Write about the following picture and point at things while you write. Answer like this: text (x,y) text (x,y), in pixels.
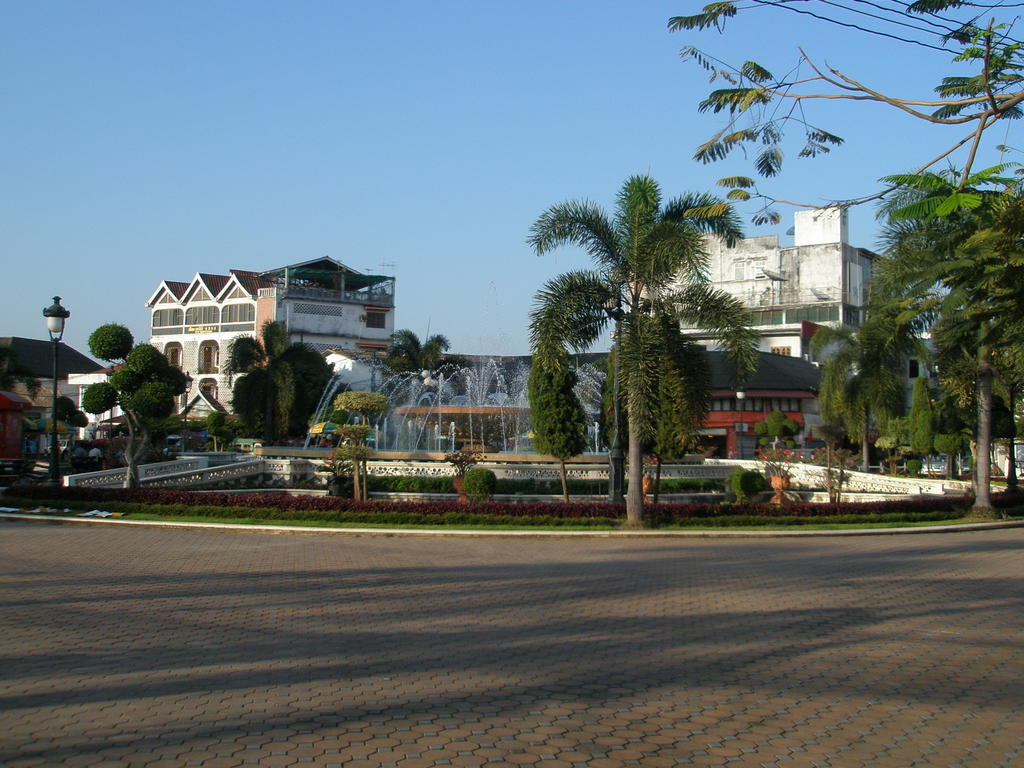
In this picture we can see the shadows (230,635) of some objects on the path (429,670). We can see street lights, plants (360,436), trees (641,456), fountains (464,376), some fencing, buildings (205,314), other objects (1,427) and the sky (429,117).
